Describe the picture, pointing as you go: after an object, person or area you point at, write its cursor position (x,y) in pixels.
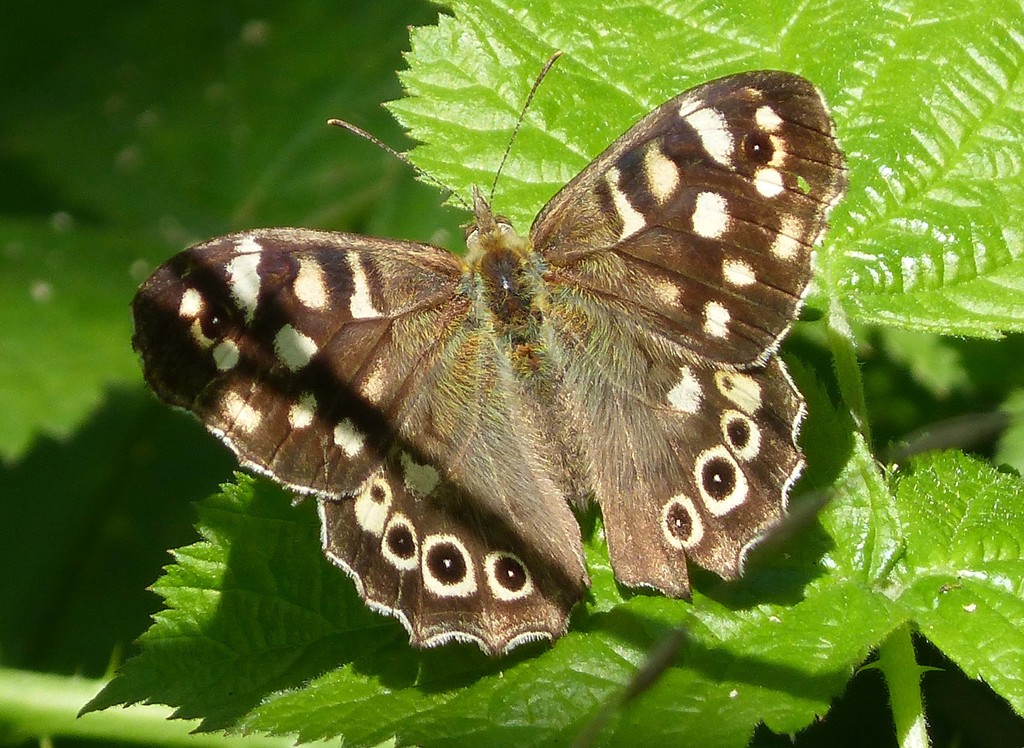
In this picture there is a butterfly (459,420) on a greenery leaf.
